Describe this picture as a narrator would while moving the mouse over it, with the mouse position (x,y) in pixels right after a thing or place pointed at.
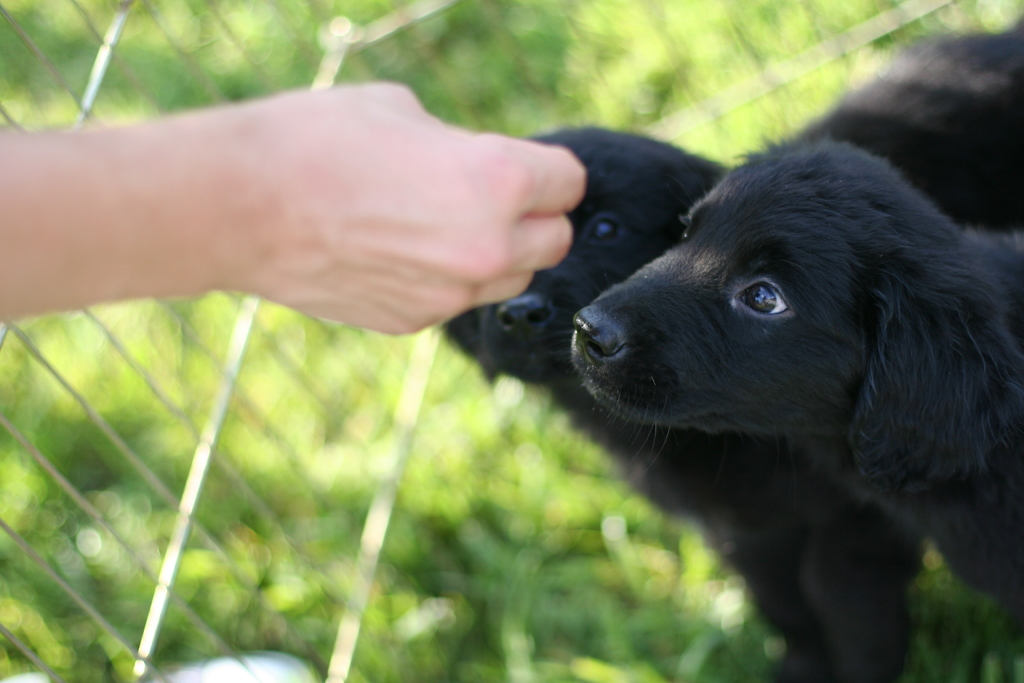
In the background (253,26) we can see the fence (763,74) and green leaves (697,5). In this picture we can see black dogs (789,414). On the left side of the picture (317,252) we can see the hand (515,217) of a person (502,207).
